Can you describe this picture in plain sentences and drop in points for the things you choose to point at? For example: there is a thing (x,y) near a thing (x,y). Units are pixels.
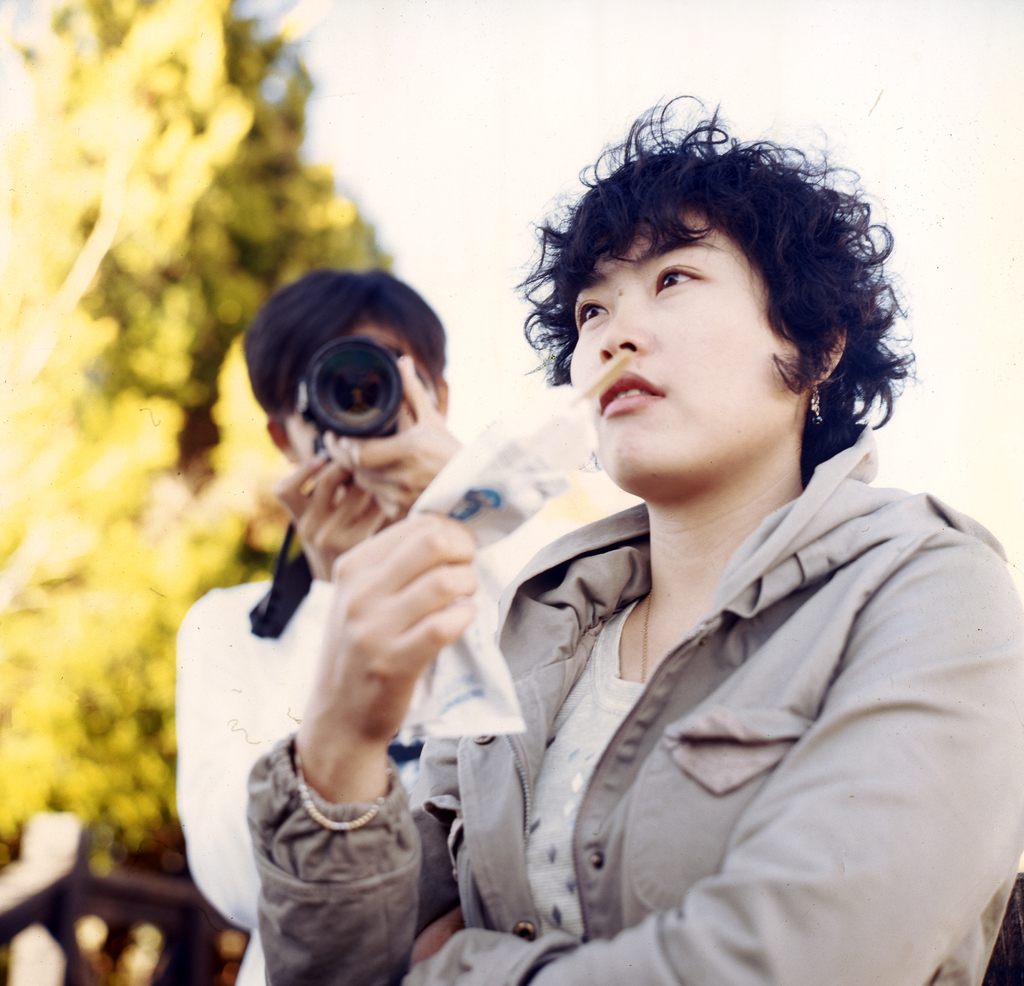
In this picture I can see a woman (455,530) holding an object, behind one person (332,529) holding camera (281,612) and taking picture.
